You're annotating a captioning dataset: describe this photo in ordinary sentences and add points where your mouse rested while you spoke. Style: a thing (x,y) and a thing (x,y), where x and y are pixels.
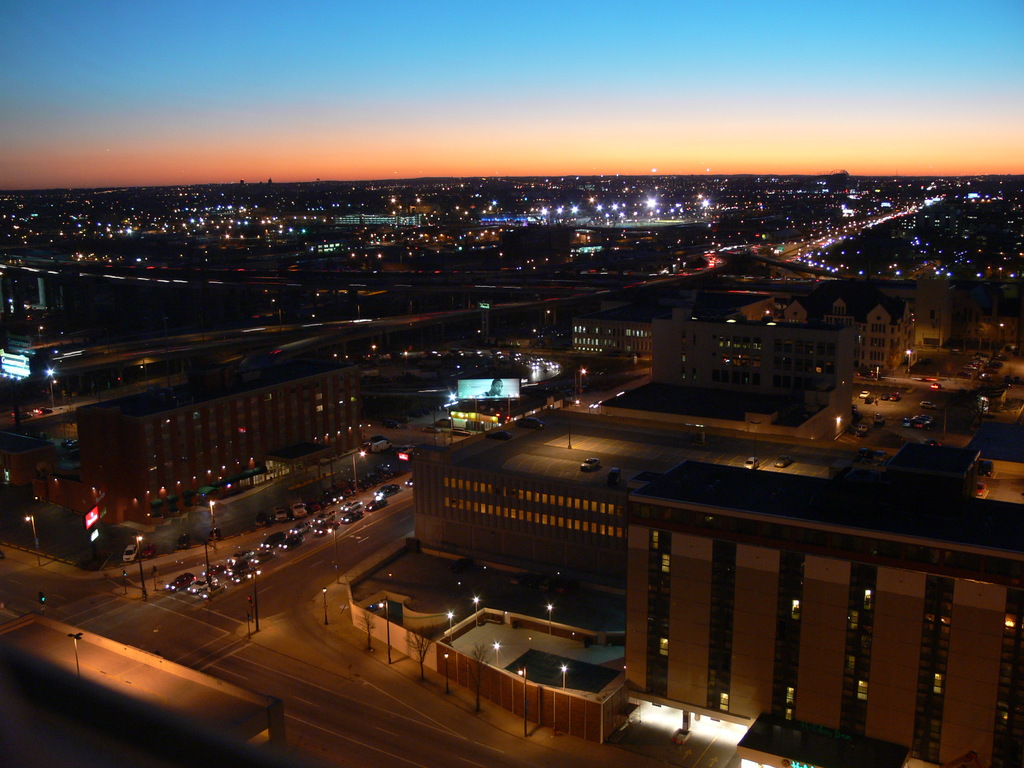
In this image we can see buildings (860,513) and glass windows (928,587), after that we can see vehicles (392,475) on the road (329,571), at the top (909,88) we can see the sky (317,117).
